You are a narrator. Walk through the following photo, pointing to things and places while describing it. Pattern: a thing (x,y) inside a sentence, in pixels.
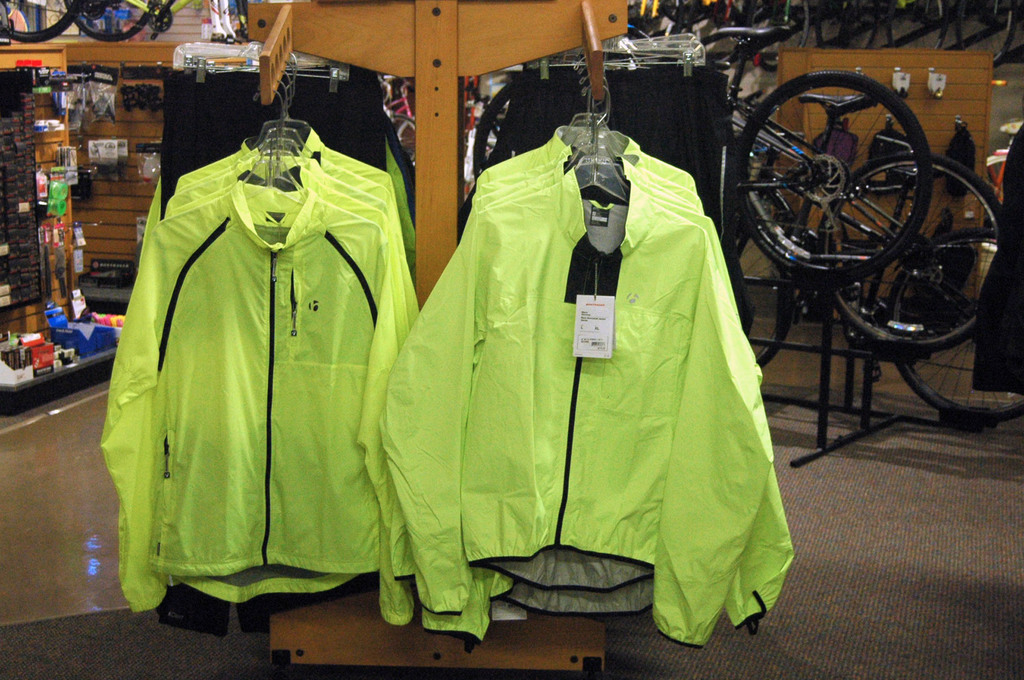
In this picture we can see jackets (606,207) hanged with hanger hooks (618,166). Here we can see bicycles (907,116). At the left side of the picture (77,258) we can see few objects (97,263). This is a floor (864,627).
